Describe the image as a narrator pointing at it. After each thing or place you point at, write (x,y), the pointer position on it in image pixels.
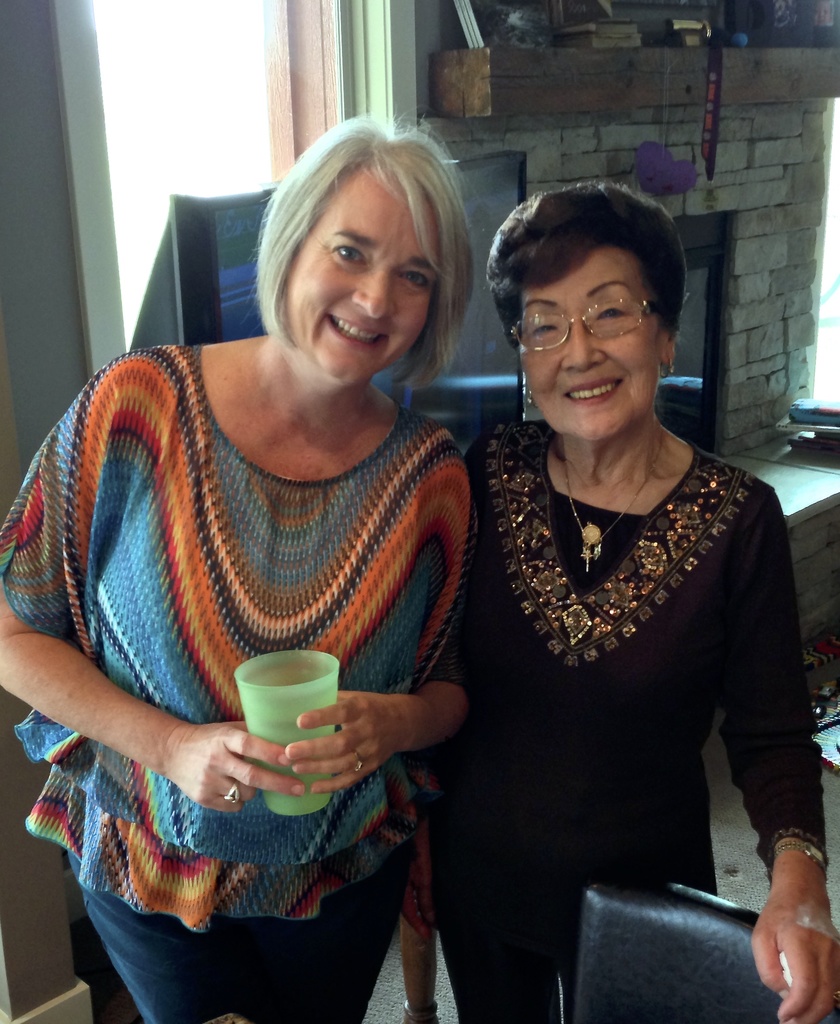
In this image I can see two people (285,603) with different color dresses (251,635). I can see one person (197,716) holding the glass (270,707). In the background (84,233) I can see the screen (244,303), few more objects (667,44) and the window (119,143).
